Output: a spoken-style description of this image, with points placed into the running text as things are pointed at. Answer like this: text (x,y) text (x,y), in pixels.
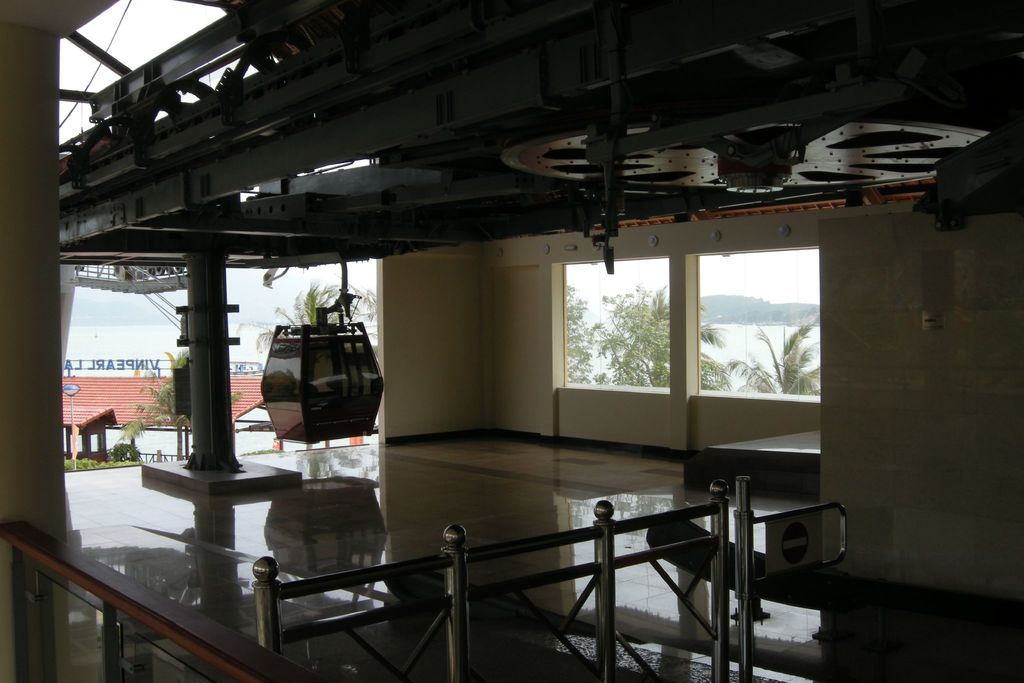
In the center of the picture (354,343) there is a cable car (347,359). At the top (313,224) there is a machine (499,137). In the foreground (439,582) it is railing (576,606). In the center of the picture (566,292) there are windows (628,315), outside windows (610,331) there are trees (710,331), hills (707,317), buildings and water (768,331). On the left (173,306), in the background (158,294) there are cables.
